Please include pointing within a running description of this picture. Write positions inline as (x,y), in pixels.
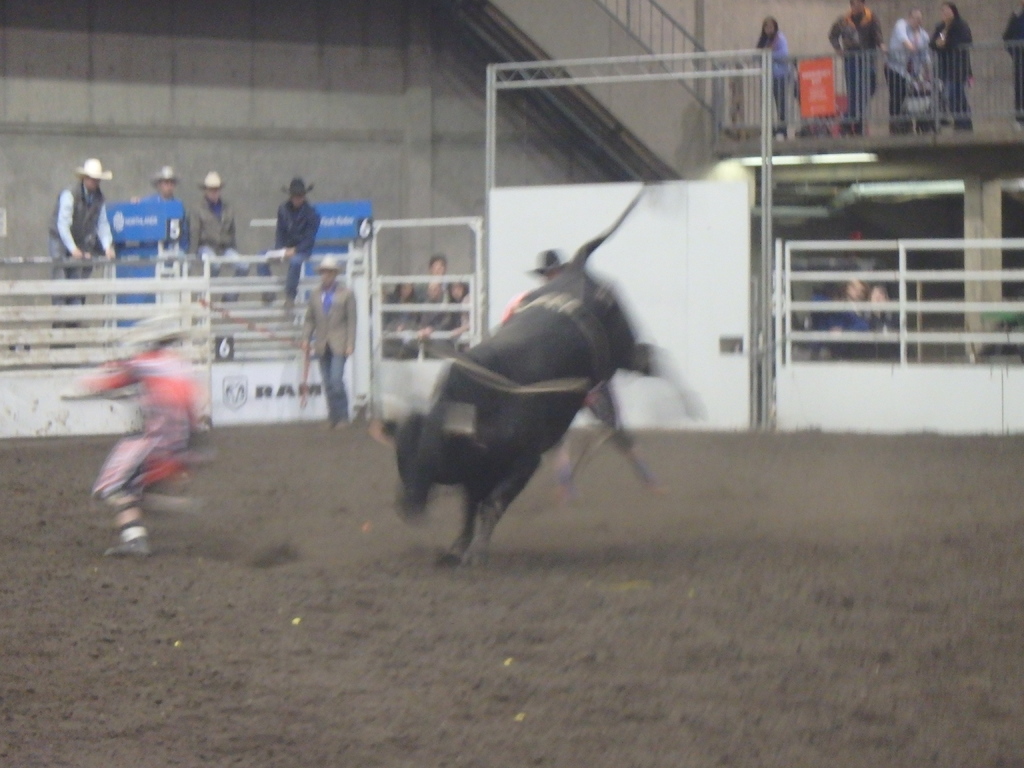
In the center of the picture (498,446) there is a bull (519,397). In this picture there is mud (372,593). On the left (160,436) there is a person (144,415) running. In the background (303,257) there are people (411,296) standing near the railing (268,321) and there is a gate (688,263) also. At the top (686,45) there are staircase (613,36), railing (860,72), people (861,21) and wall (268,77).
